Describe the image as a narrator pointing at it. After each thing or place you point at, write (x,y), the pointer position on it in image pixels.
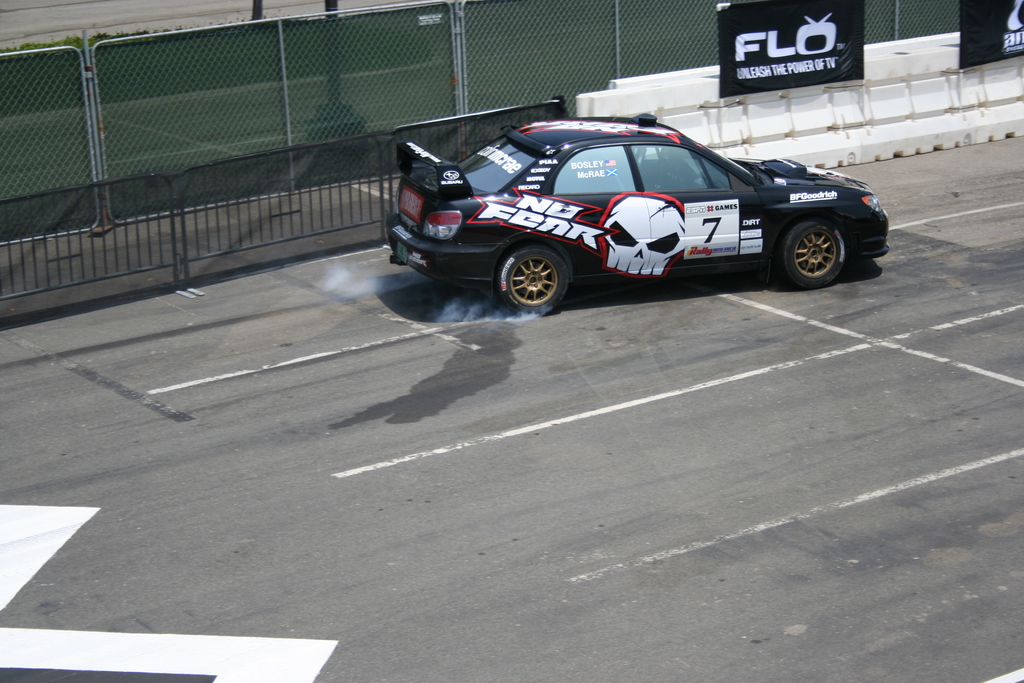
In this picture there is a sports car (460,170) in the image and there is a boundary (480,107) and a poster (809,67) at the top side of the image (368,61).
